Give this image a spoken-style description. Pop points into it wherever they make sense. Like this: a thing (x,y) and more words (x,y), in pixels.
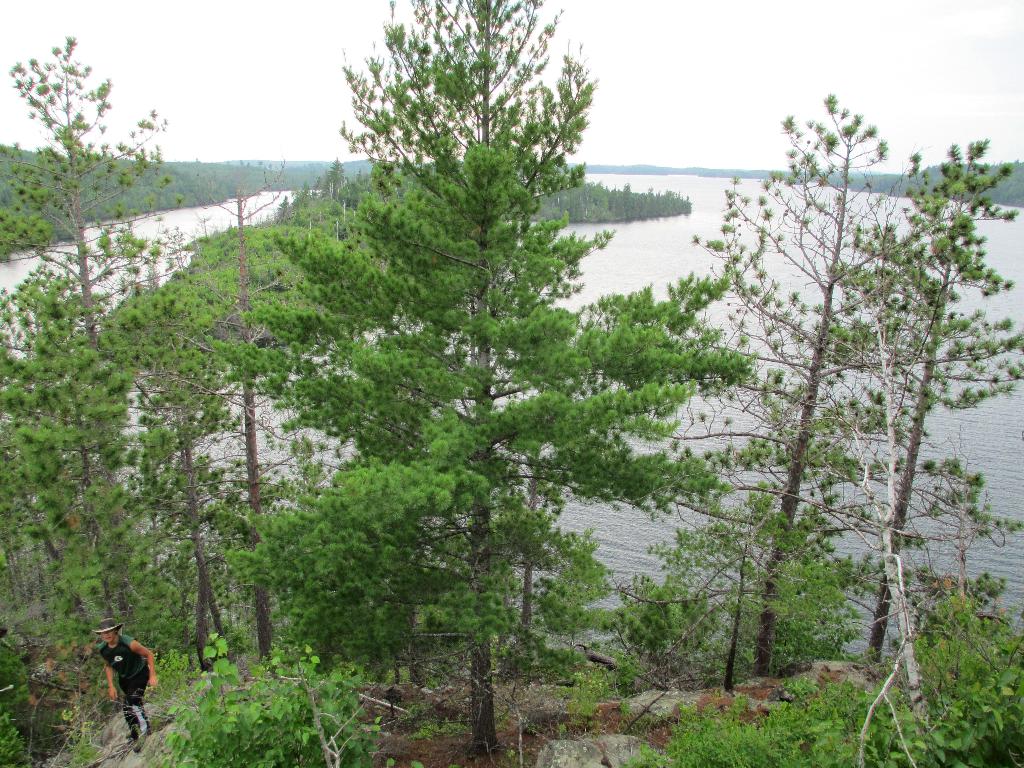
This is an outside view. At the bottom (140,751) there is a rock (153,739) on which a person (123,658) is walking. Here I can see many trees (474,425). In the background (680,225) there is a sea (649,233). At the top of the image (739,28) I can see the sky (679,79).
